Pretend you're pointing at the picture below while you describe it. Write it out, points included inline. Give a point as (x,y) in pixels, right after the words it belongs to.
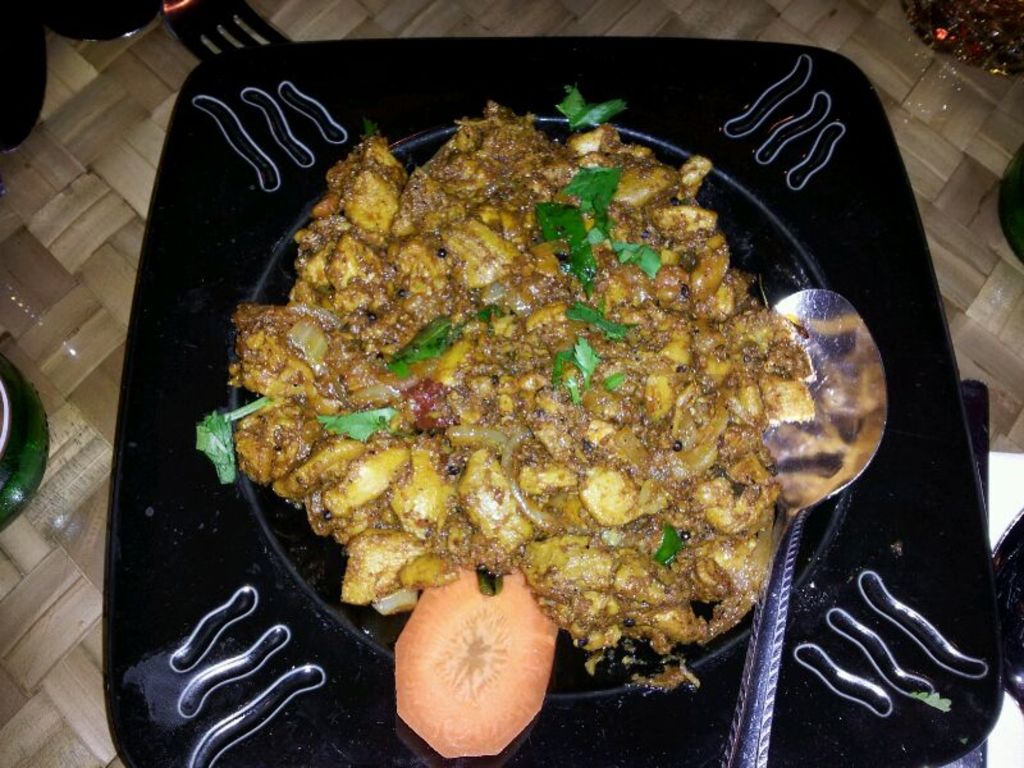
In this image there is so much of food (547,269) served in plate (837,627) and kept on table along with carrot slice (510,706) and spoon (829,406) kept on a table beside that there are some other objects (1014,572).
